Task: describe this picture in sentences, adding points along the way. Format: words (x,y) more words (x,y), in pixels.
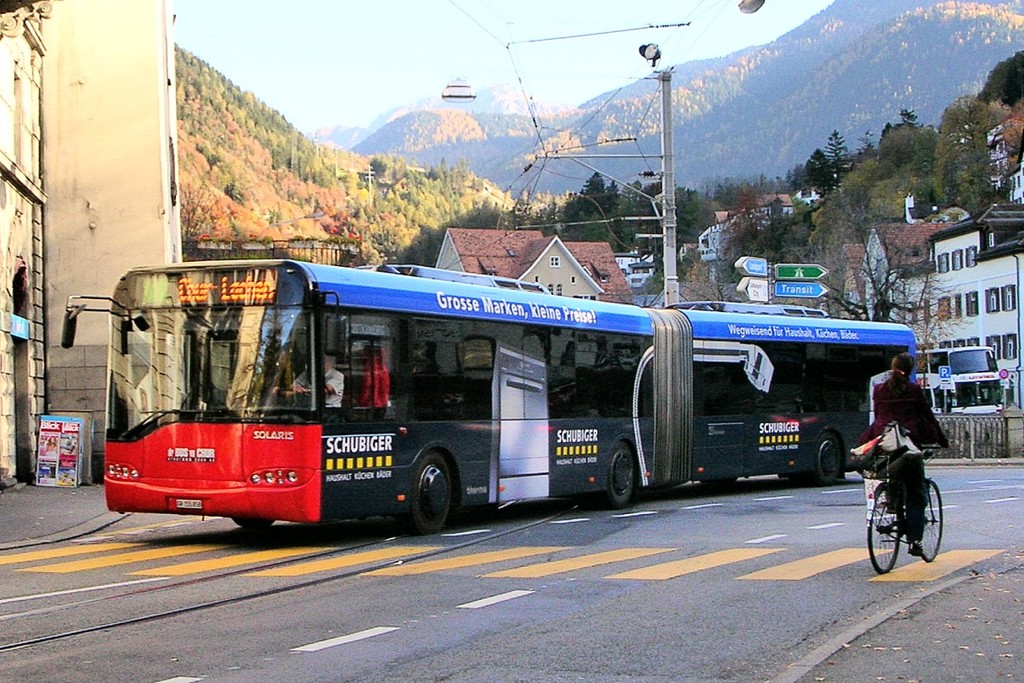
In this picture we can see a bus (692,466) traveling on the road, on the right side (909,483) we can see a person (897,502) riding bicycle (932,495), in the background (980,346) there are some buildings (919,242), we can see a pole (672,252) here, there are some boards (792,275) and trees (823,242) here, we can see the sky (484,52) at the top of the picture (436,22).
